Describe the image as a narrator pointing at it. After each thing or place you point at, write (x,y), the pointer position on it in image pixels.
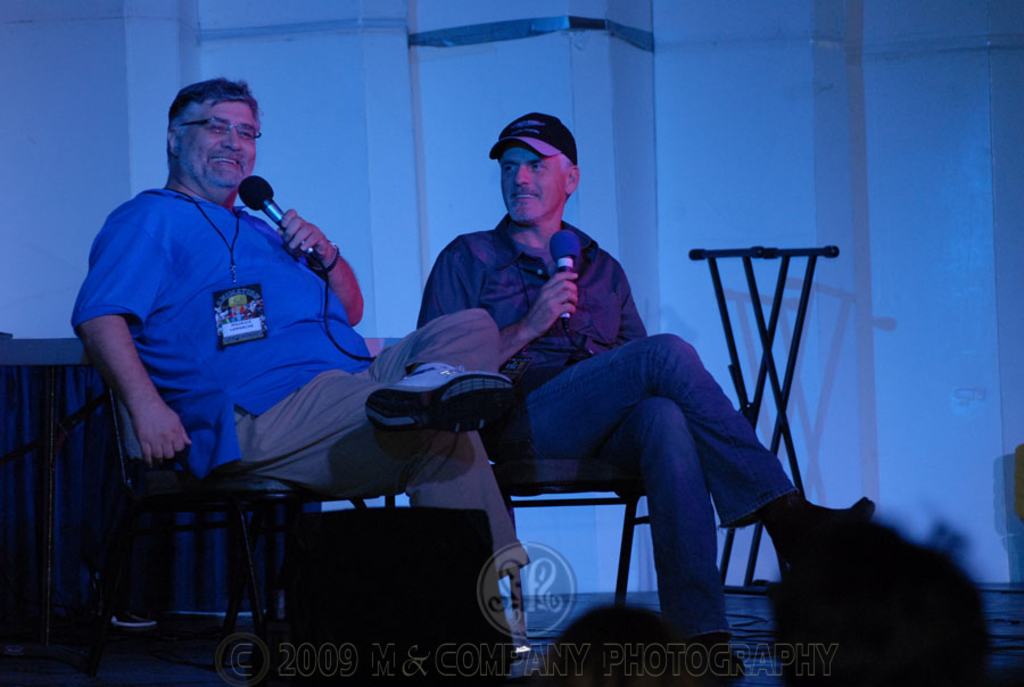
This picture shows a two men (498,341) sitting in the chair (494,473) and holding mics (561,256) in their hands (564,276). In the background (316,22) there is a wall (249,71).
